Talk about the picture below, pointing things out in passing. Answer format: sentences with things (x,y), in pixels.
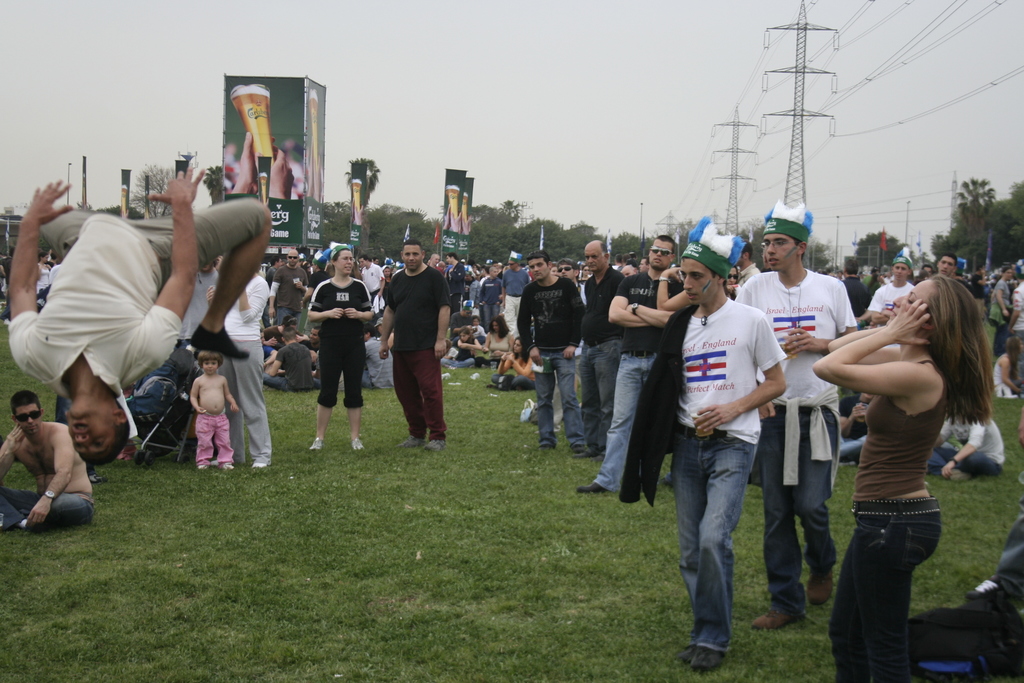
This image consists of many persons (537,284). At the bottom (375,585), there is green grass (218,570). On the left (95,334), we can see a man (127,384) flipping. In the background (509,206), there are banners (83,165) and trees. On the right (786,30), there are towers (798,97) along with wires (754,77). At the top (274,70), there is sky (285,36).
